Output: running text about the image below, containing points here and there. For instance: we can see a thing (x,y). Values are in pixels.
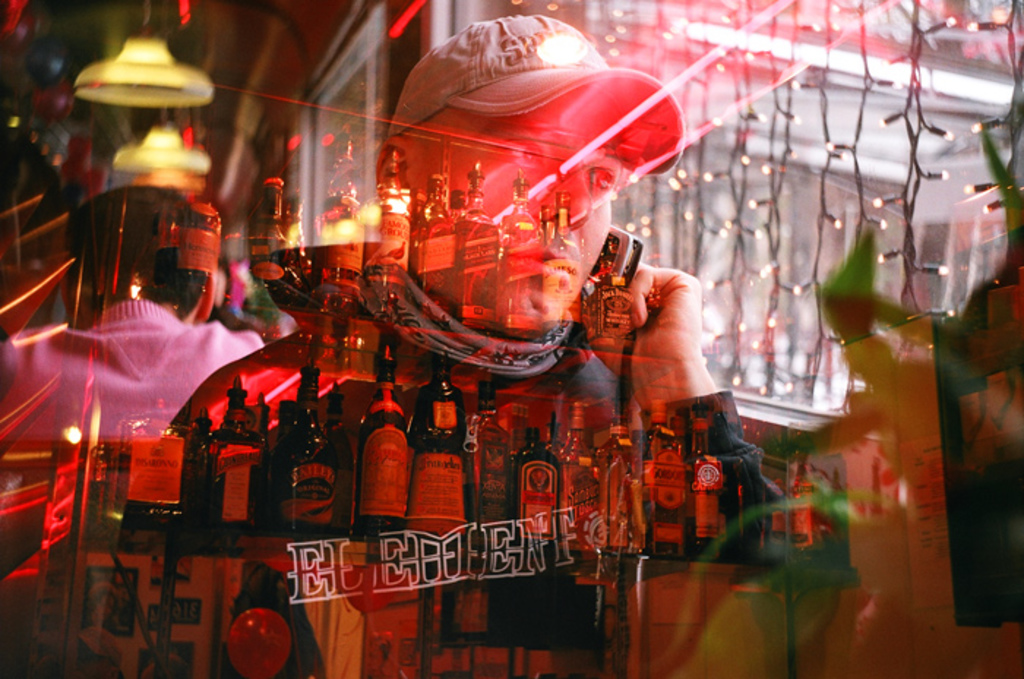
In the foreground of the picture (330,274) there is a person's reflection (434,160) on a glass (510,500), behind the glass (435,543) there are bottles (429,446). On the right (910,230) there are lights (829,154). On the left (110,385) there are lights (190,89) and a person (108,360).
